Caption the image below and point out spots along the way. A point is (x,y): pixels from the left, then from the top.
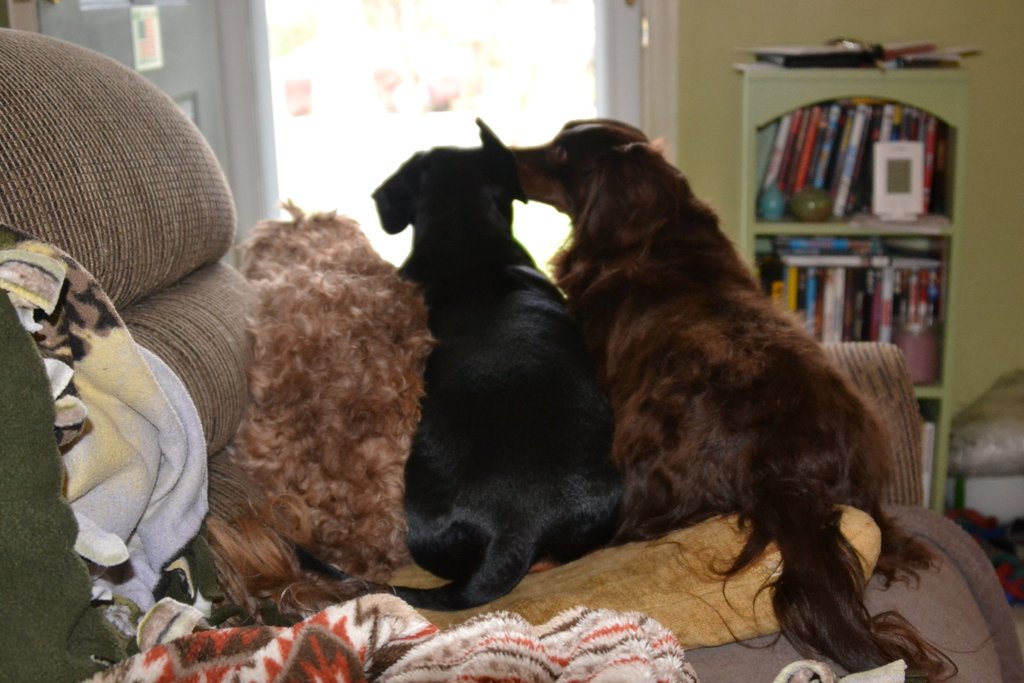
In this image I see 3 dogs (500,222) in which these 2 are of brown in color and this is of black in color and they're on the couch (162,270). In the background (828,280) I see the books (843,127) in these racks (864,198) and I see the door (272,112) and I see the wall (965,198) and it is white over here.
